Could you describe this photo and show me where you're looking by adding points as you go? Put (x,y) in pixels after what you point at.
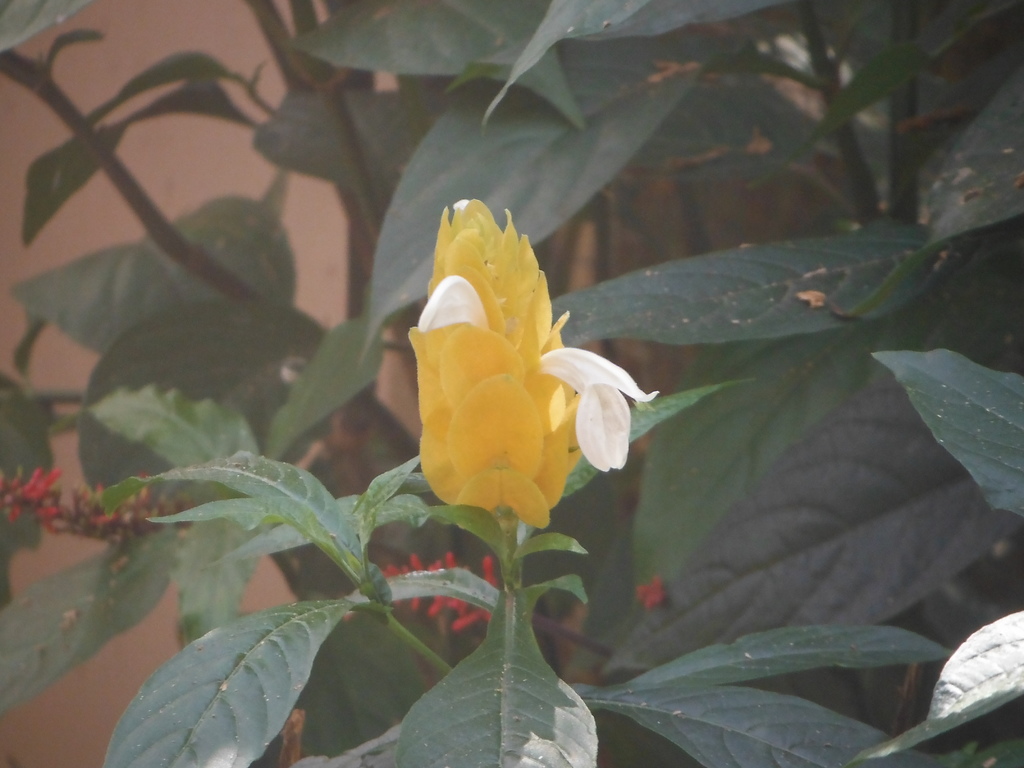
In the image there is a plant (513,426) with leaves (889,529) and a flower (476,435). And also there are red color buds (71,513).
